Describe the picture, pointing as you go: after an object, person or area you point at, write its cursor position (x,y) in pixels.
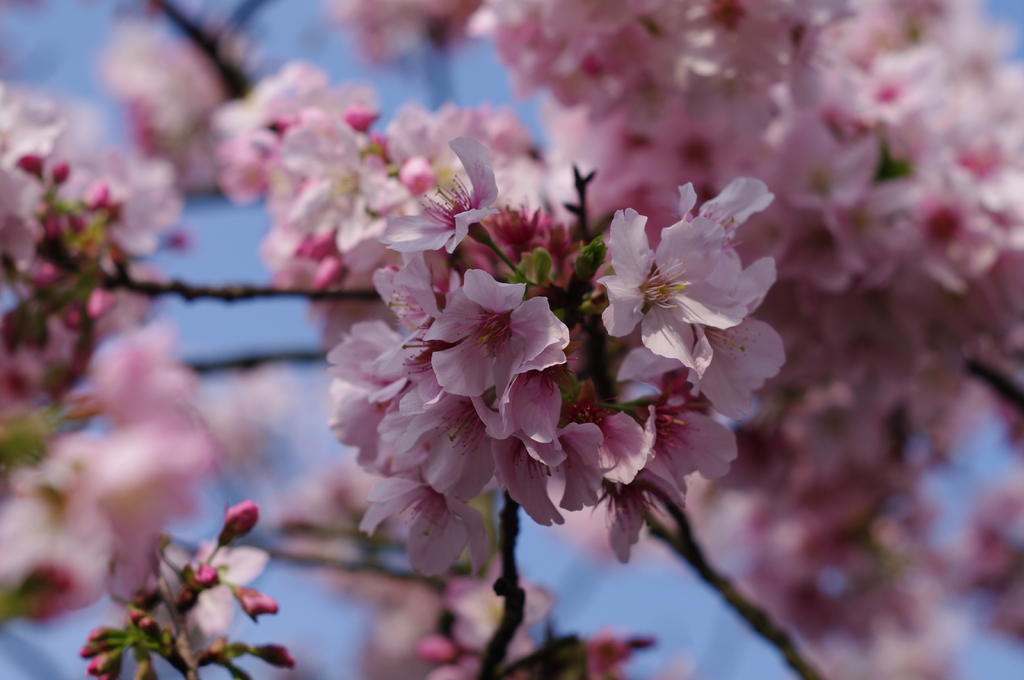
In this image there are flowers (619,285) which are pink in colour.
